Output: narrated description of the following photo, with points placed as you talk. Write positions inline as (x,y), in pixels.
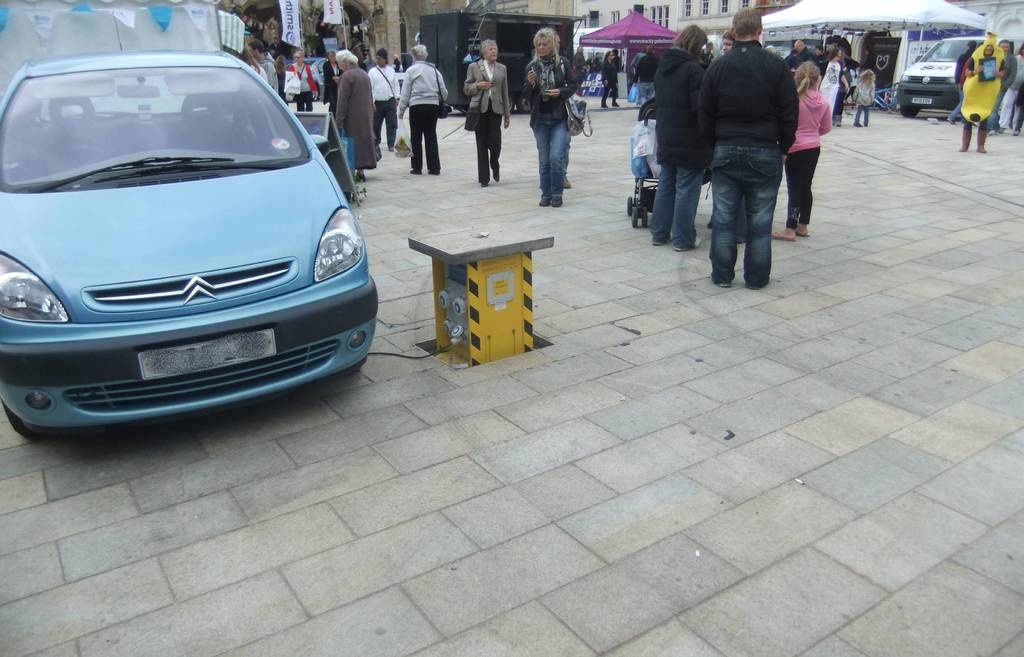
In the picture we can see the tiles (971,615). On the tiles (926,613), we can see a car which is in a blue color. Beside the car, we can see a few people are walking and few people (712,105) are standing. In the background (628,8) we can see some stalls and a part of the building (679,3) with windows (641,9).
